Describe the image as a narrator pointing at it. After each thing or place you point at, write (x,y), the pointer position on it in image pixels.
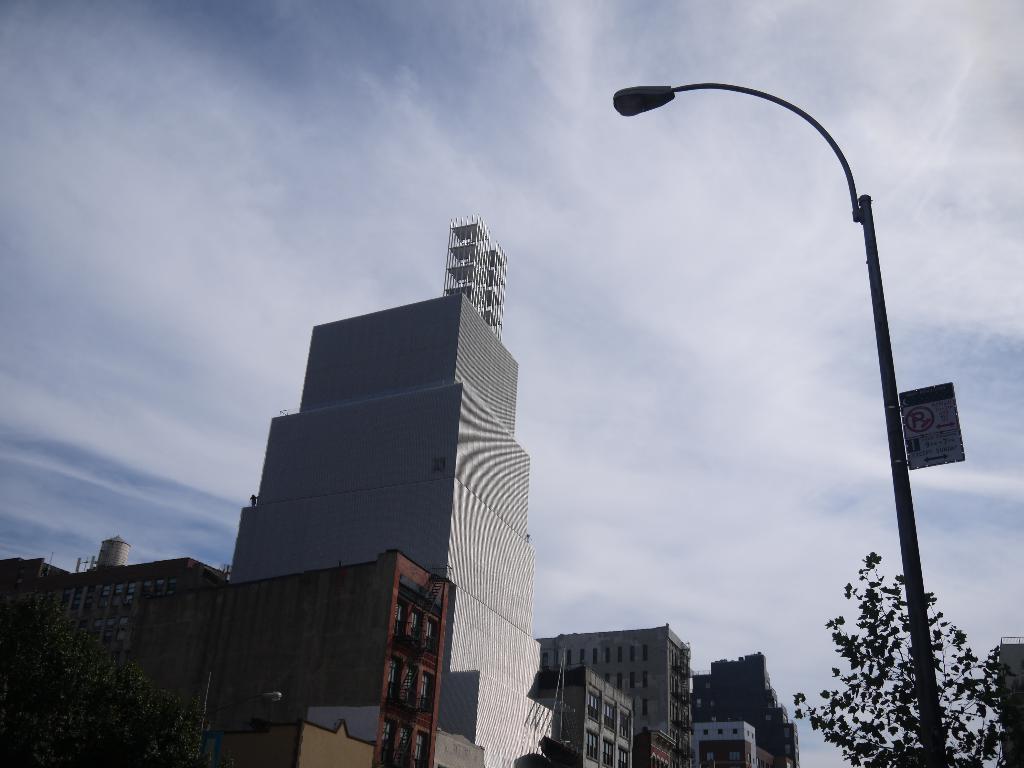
At the bottom of the image (389,739) there are some trees (21,602) and poles (915,606) and buildings (254,619). At the top of the image (813,25) there are some clouds (806,360) and sky (768,375).
